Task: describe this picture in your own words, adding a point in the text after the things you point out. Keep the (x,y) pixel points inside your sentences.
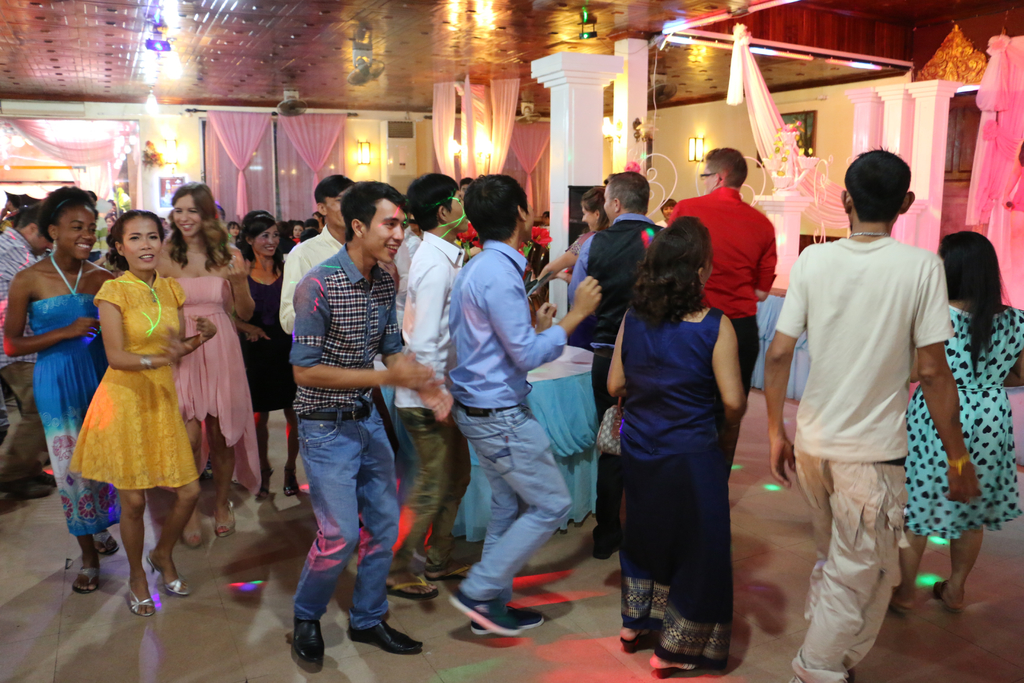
The picture is taken in a room (430,392). In the foreground of the picture (630,426) there are people (308,275) dancing. In the center of the picture (547,383) there is a table (536,373). At the top (448,92) there are lights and curtains (335,136). In the background (263,143) there are lights (464,148), frames (803,123) and curtains (515,140).
